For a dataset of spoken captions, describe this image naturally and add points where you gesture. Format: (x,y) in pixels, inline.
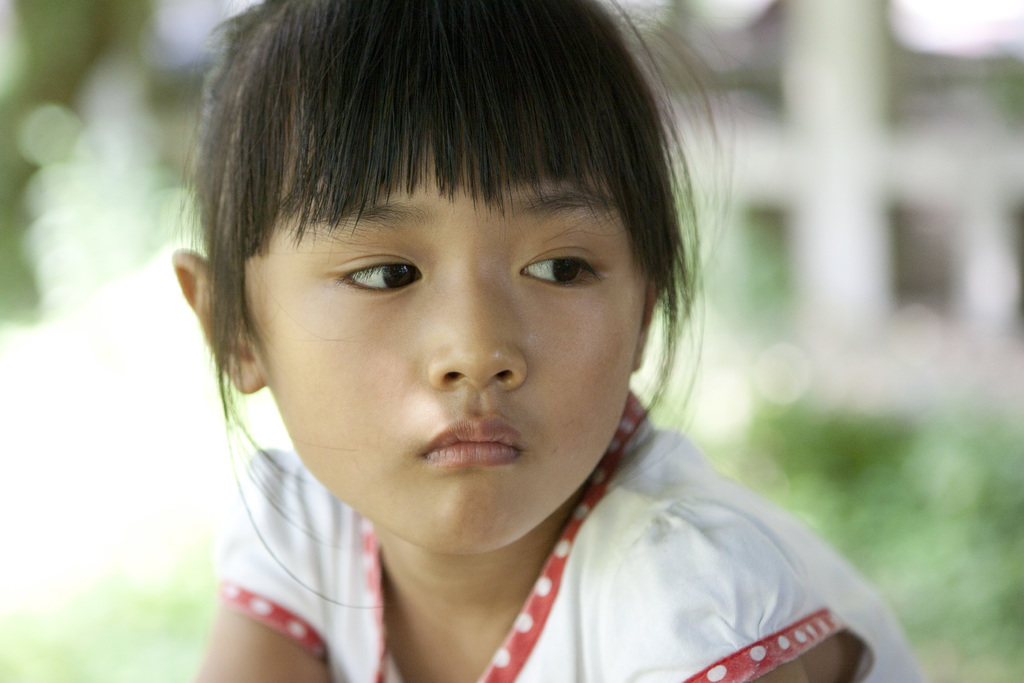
In this image I see a girl (260,214) who is wearing white and red color dress (568,559) and I see that it is blurred in the background (741,337).
